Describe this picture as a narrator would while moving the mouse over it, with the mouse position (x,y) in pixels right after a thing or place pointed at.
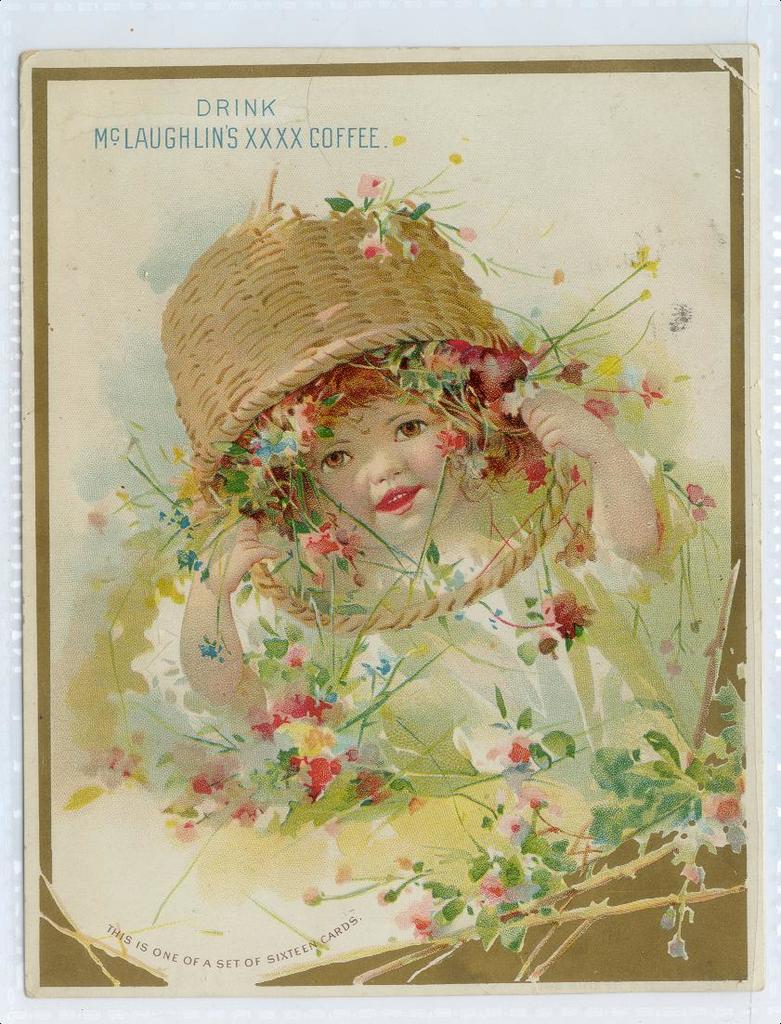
In this picture, we see an art of the baby (497,666). We see the flower basket (289,280) is on her head (452,487). In the background (149,451), it is white in color. This picture might be a photo frame.
